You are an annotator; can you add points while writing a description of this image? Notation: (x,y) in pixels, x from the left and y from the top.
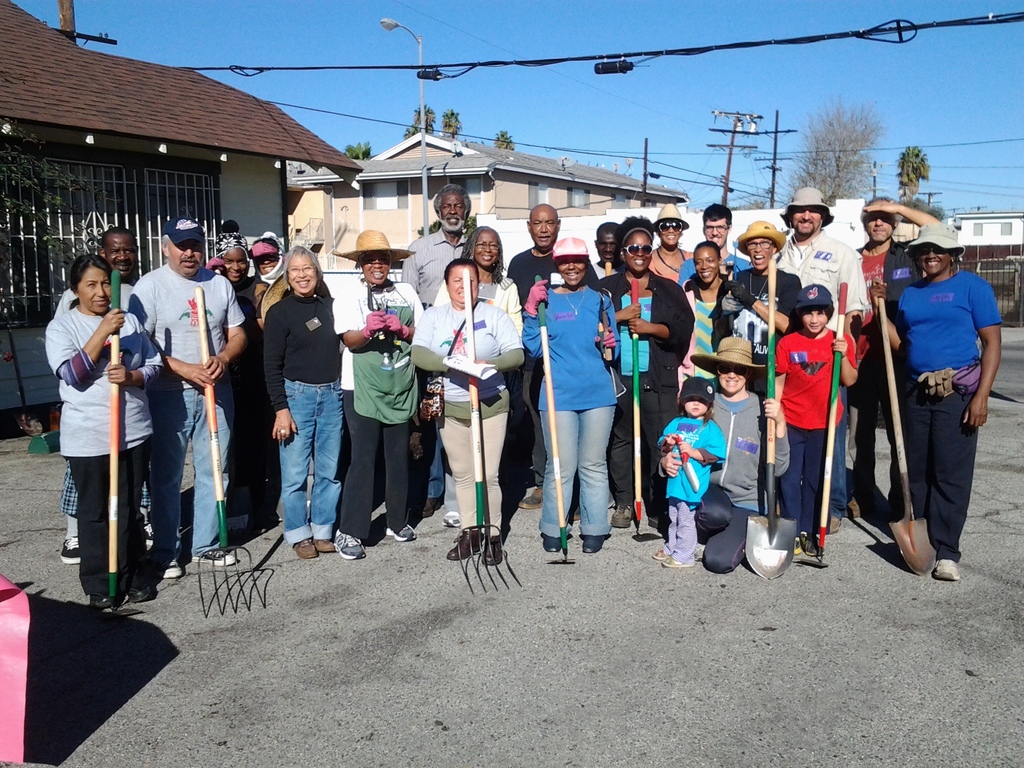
In this picture I can observe some people (288,440) standing on the land (512,592). Some of them are holding digging tools (118,355) in their hands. There are men (190,399) and women (492,281). I can observe two children (791,383). In the background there are houses (542,171), trees (829,173) and a sky (483,108).
